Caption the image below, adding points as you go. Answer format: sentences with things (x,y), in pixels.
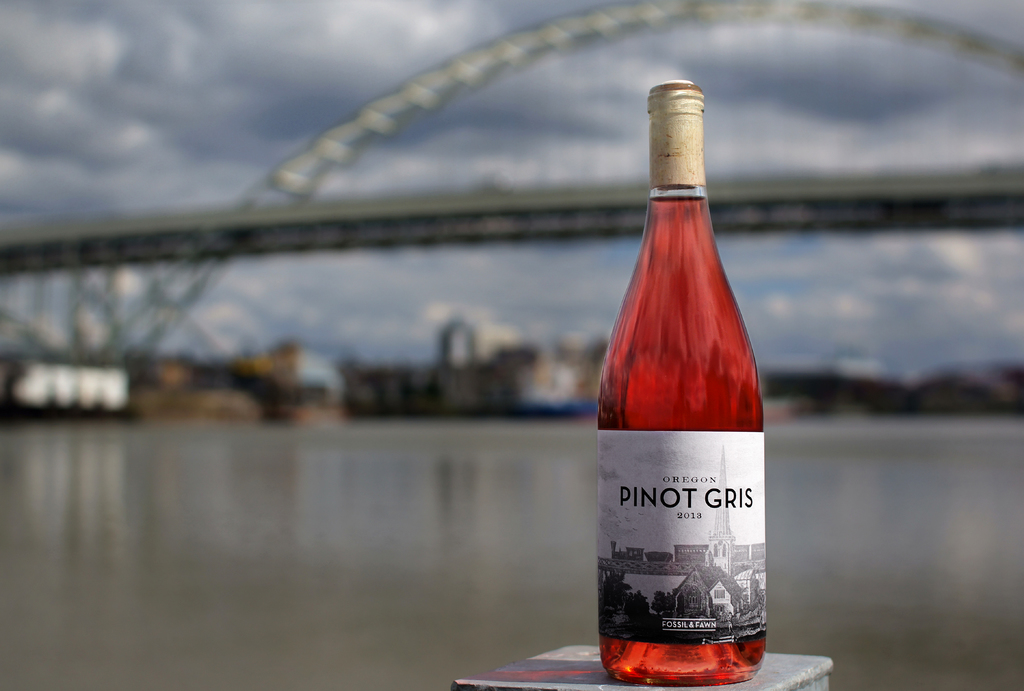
In this image I see a red bottle (751,517) and In the background (794,540) I see the water (82,421), a bridge (5,255) and the sky (400,256) which are blurred.
